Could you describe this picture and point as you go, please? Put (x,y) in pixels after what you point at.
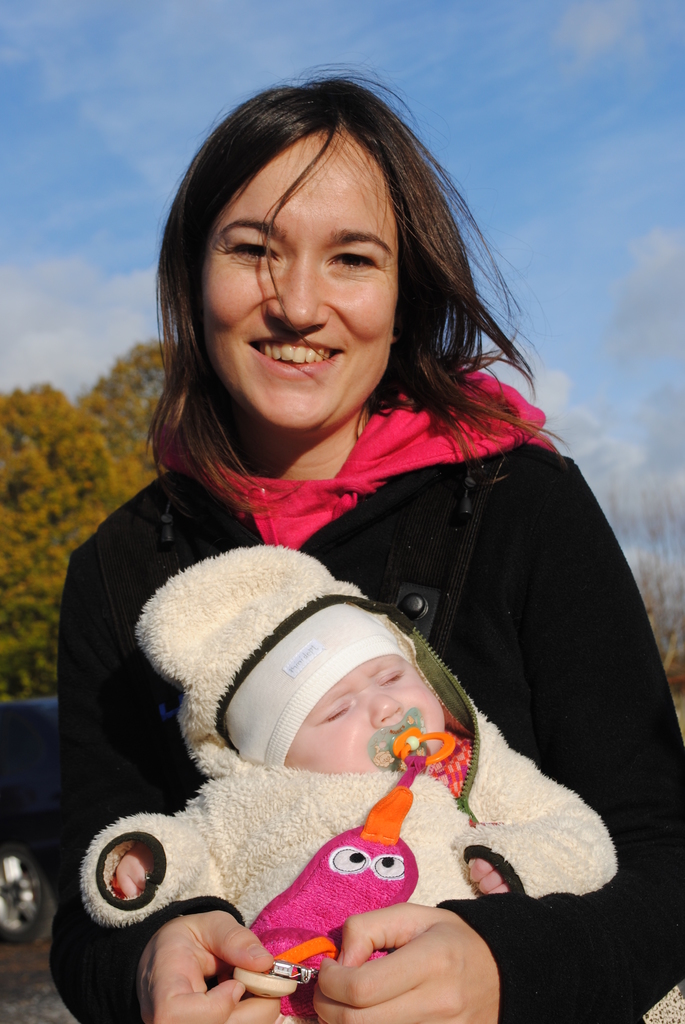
In the center of the image (253,448) we can see one person (125,570) is standing and she is smiling and she is holding one baby (266,855) and some objects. And we can see they are in different costumes (276,605). In the background (31,46), we can see the sky (231,75), clouds (77,351), trees (684,582) and a few other objects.
